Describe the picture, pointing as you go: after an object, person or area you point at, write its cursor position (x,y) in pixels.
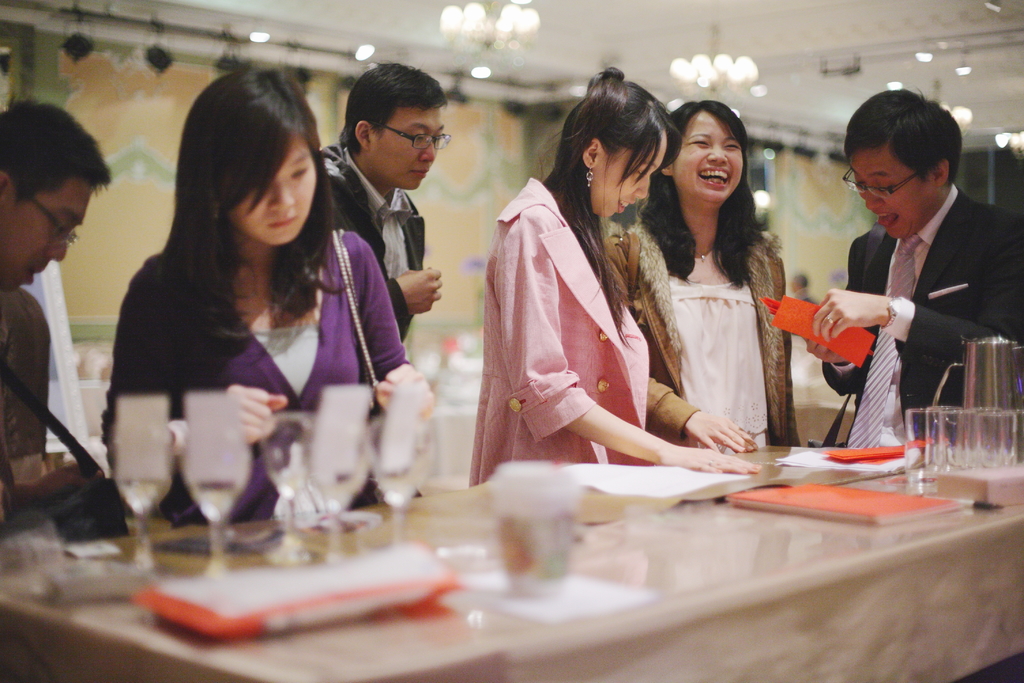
In this picture there are people (35,386) in the center of the image (591,425) and there is a desk (365,638) in front of them, on which there are books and glasses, there are lamps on the roof (549,85) at the top side of the image (965,115) and there are painted walls (491,219) in the background area of the image (167,87).
